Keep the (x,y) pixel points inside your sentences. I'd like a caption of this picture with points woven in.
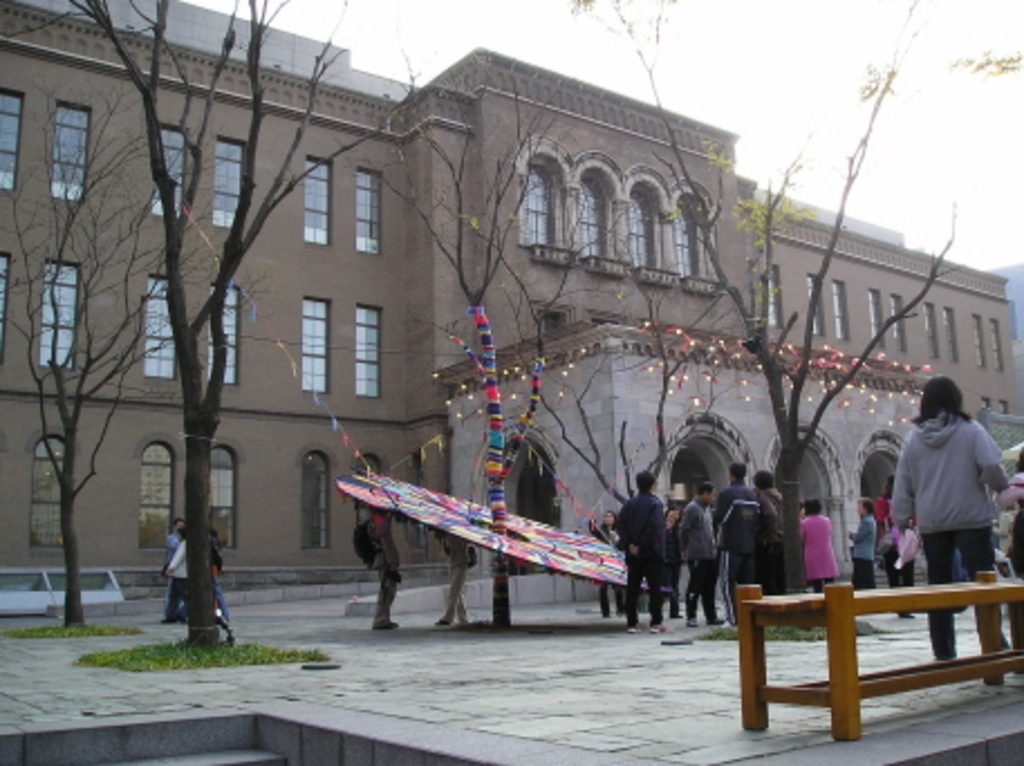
In this image we have building (305,359) and a few trees (185,328) in front of it. Here we have a group of people (700,550) who are standing on the ground (873,659) and in front of the image we have a bench (840,605).
